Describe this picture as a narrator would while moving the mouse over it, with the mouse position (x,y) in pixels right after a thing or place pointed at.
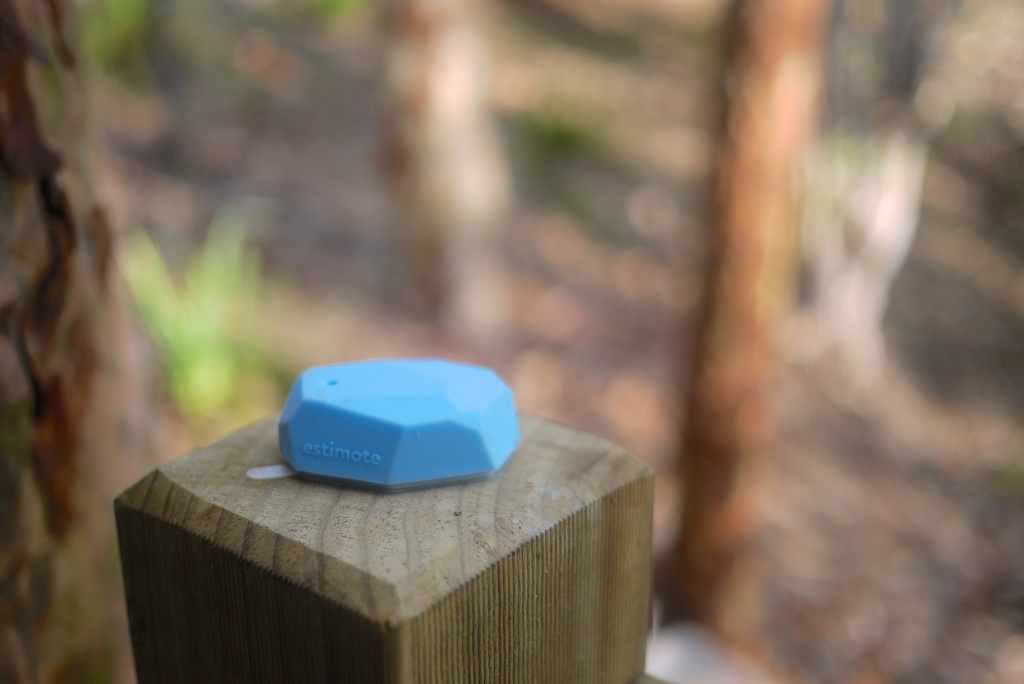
In this image, we can see an object (500,467) on the wood (560,560) and the background (739,229) is blurry.
